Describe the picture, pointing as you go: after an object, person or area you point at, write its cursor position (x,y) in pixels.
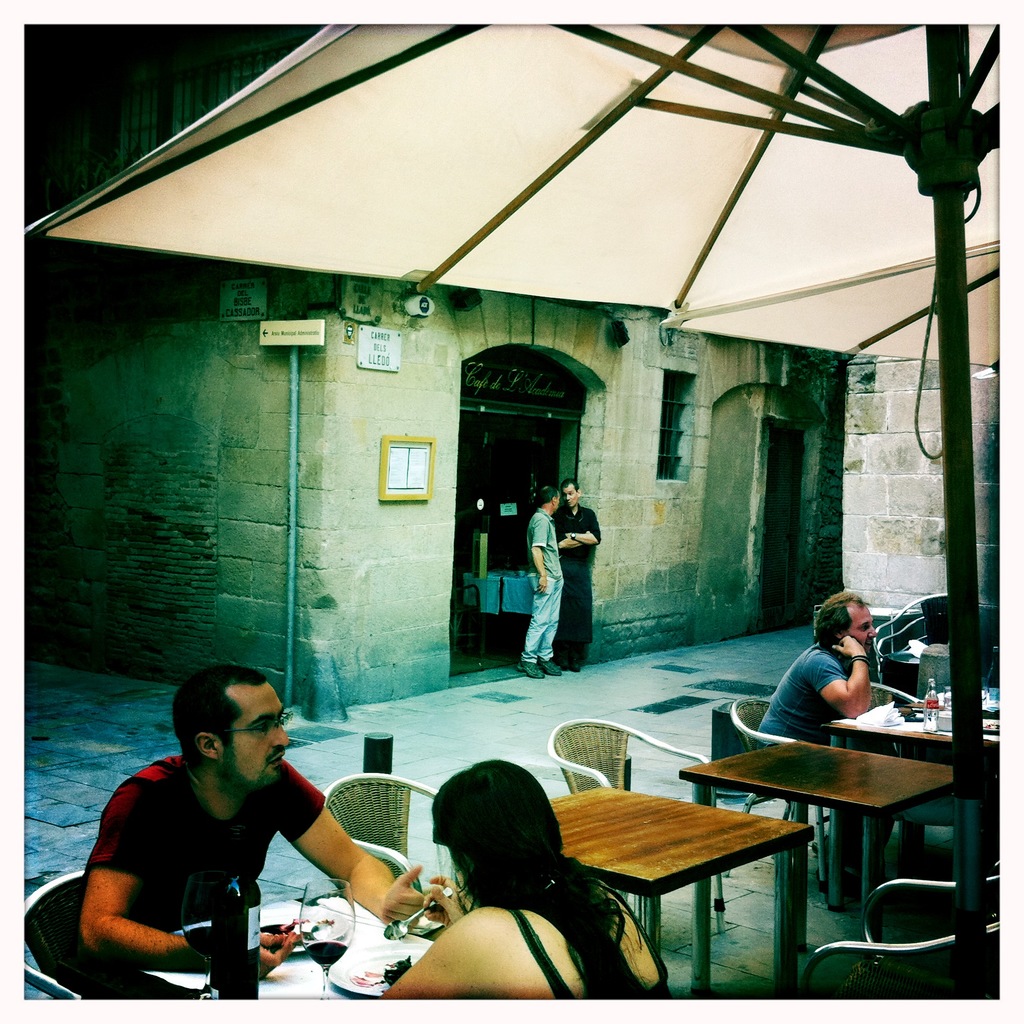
In this image, few people (202,810) are there. Few are sat on the chair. And here few are standing. There are so many tables (842,769) and chairs (605,751). On top of the table (941,712), Few items (950,718) are placed. On right side (947,376), we can see umbrella (878,271) and rod (949,275). The background (225,435), we can see a wall (325,421), board (409,448), box (420,481). And we can see some window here and door (534,496).
